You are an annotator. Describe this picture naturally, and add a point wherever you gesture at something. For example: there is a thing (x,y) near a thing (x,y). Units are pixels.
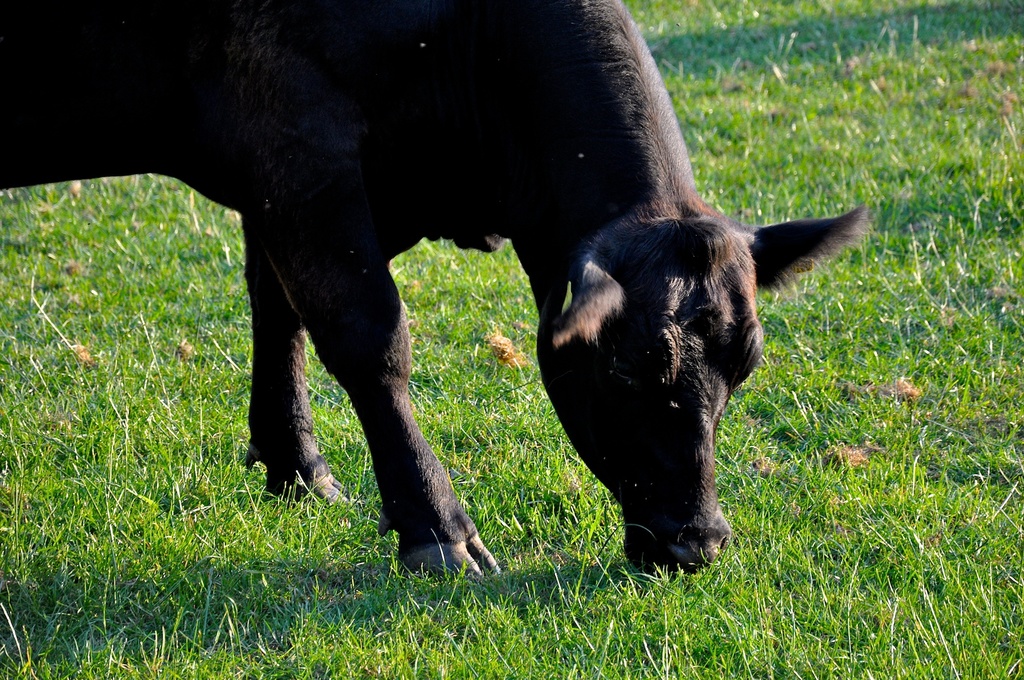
In this picture I can see a black color animal (334,213) is standing. I can also see grass (233,508).
